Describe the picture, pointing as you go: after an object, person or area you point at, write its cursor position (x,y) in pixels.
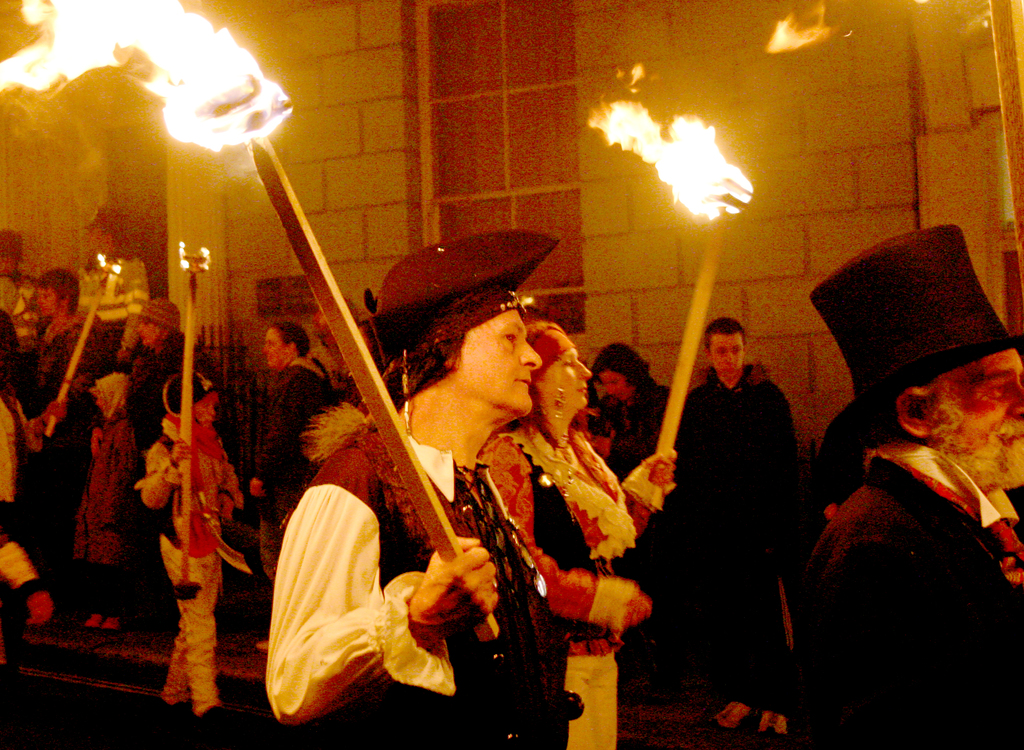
In the picture I can see people (466,517) are standing on the ground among them some are holding fire torches (693,126) in hands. In the background (474,169) I can see windows (533,122) and brick wall (877,228).
